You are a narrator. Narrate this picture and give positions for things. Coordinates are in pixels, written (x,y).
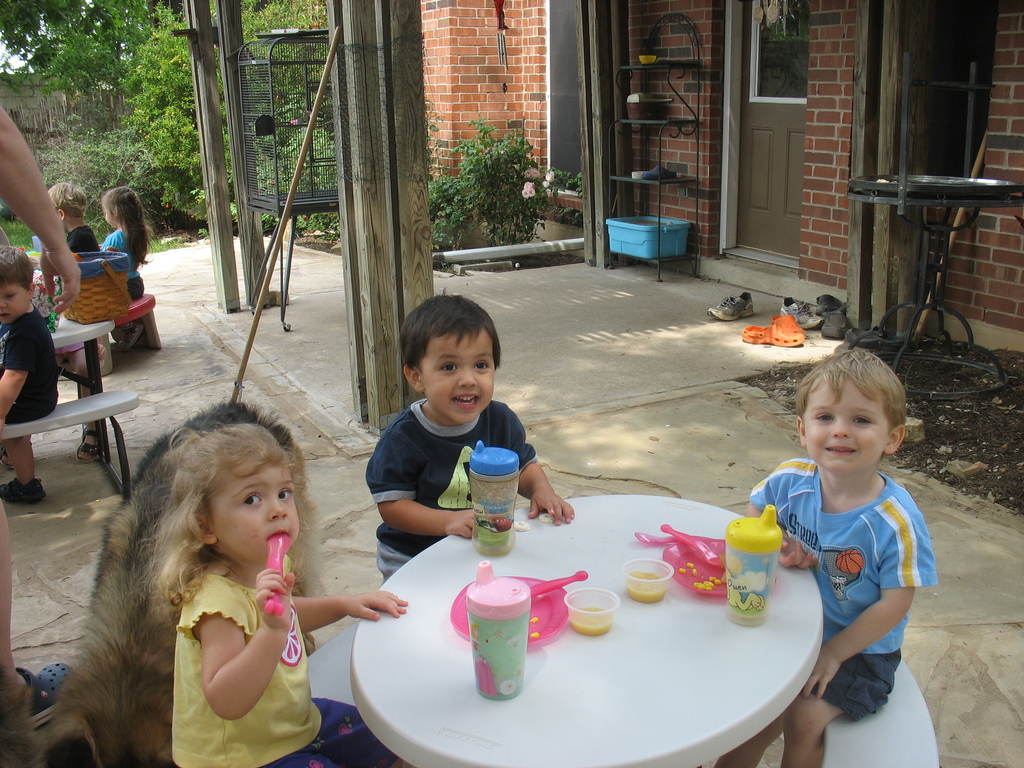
This is a picture taken in the outdoors. There are a group of children (872,705) sitting on chair (886,724) in front of this children (381,451) there are table (647,706) on the table (661,703) there is a cup (592,615), bottle (483,672), plate (695,589) and spoons (691,546). Background of this children (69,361) is a house (451,146) with a door (747,126) and trees (157,142).
